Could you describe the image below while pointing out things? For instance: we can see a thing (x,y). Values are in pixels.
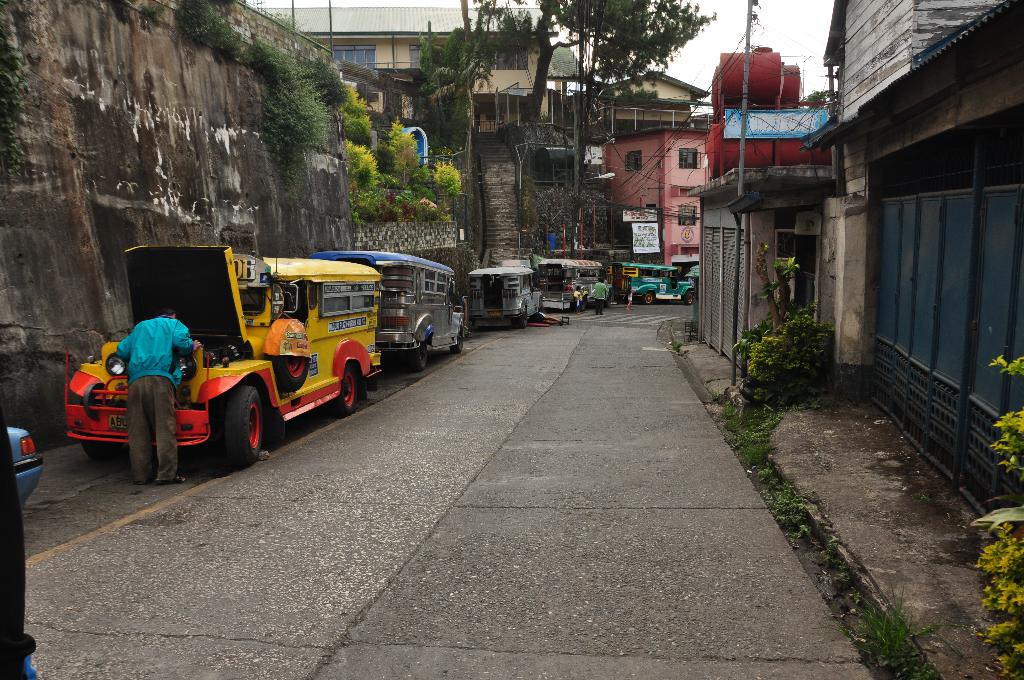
There are some vehicles (433,293) parked as we can see in the middle of this image (606,274). There are some buildings (762,223) and trees (430,103) in the background (387,178). There is a road (630,462) at the bottom of this image (564,561). There are two persons (169,398) standing on the left side of this image (136,395) and in the middle of this image (582,288) as well.
